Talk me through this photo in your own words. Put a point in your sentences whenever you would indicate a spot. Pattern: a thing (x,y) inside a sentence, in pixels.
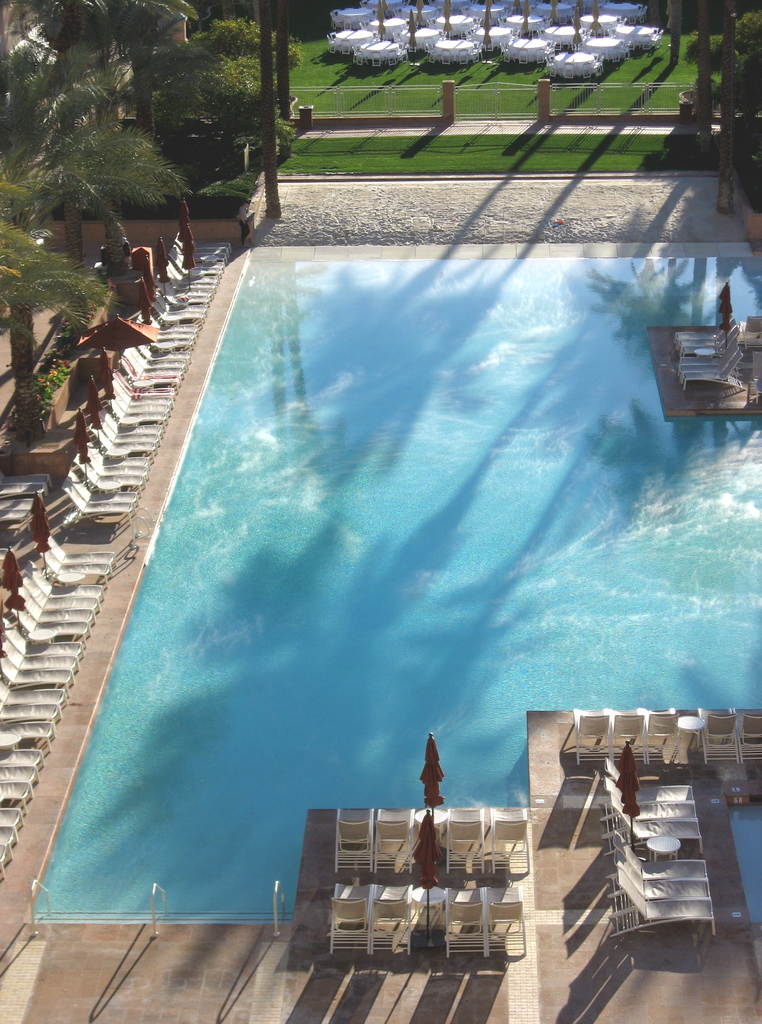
In this image I can see the water (387,538). In the background (62,136) I can see few trees (107,128) in green color and I can also see few objects (370,28) in white color.
